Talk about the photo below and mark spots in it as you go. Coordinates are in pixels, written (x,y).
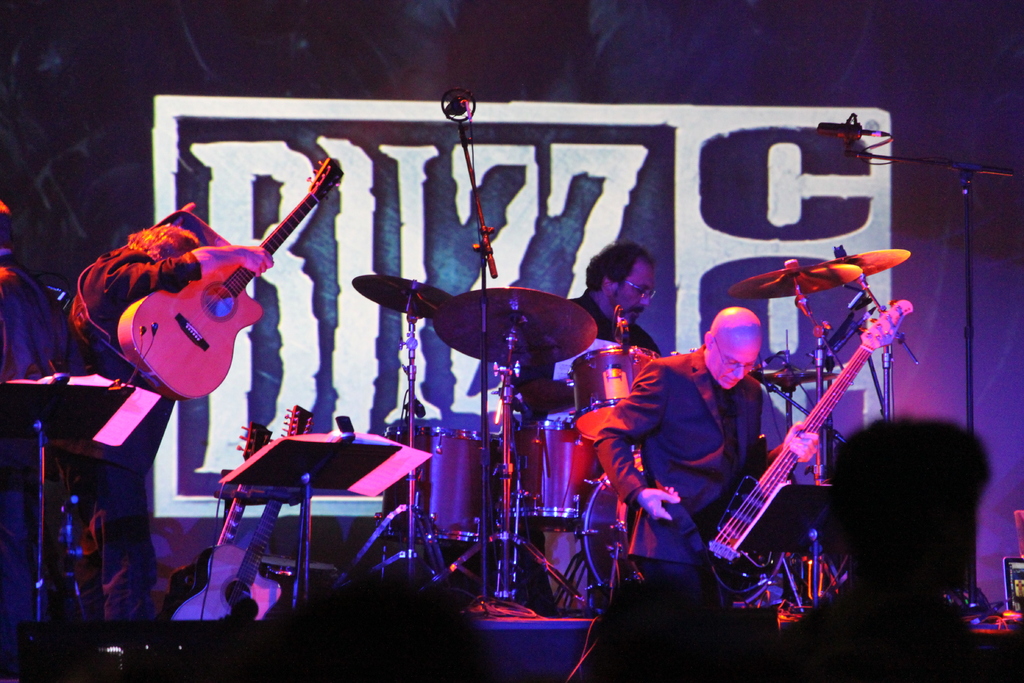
The person (118,290) wearing black dress (642,462) is holding a guitar (134,359) and the person (598,315) in the background (609,350) is playing drums (571,372) and there are audience (364,587) in front of them.
